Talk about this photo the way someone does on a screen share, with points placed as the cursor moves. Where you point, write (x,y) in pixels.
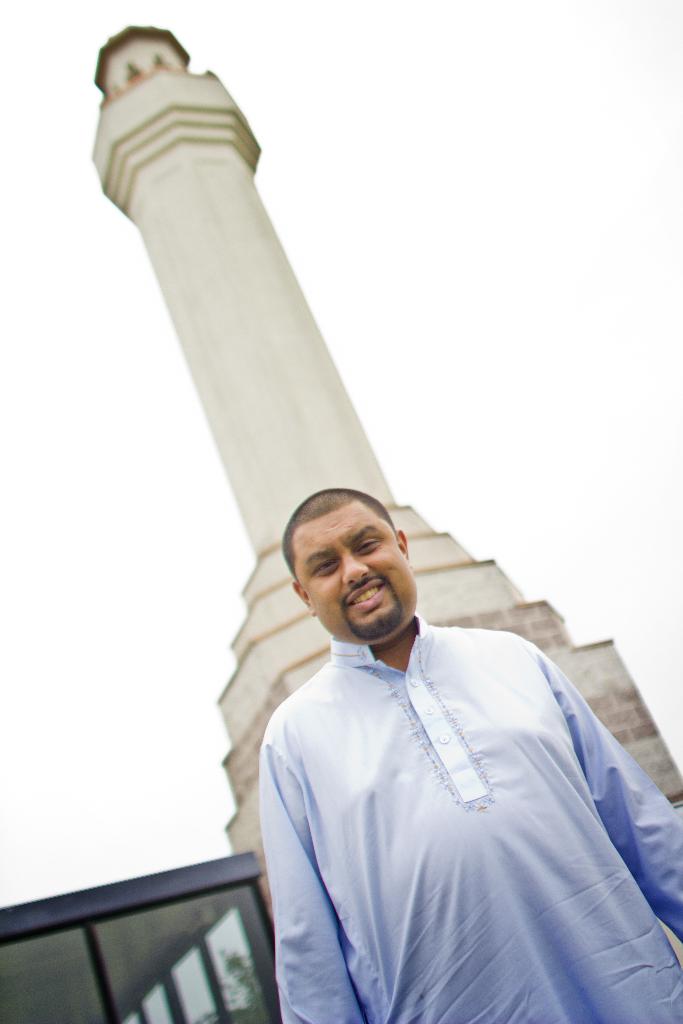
In this picture we can see a man (386,656) standing and smiling. There is a building (177,135), glass (226,995) and few trees (240,966) in the background (243,995).
